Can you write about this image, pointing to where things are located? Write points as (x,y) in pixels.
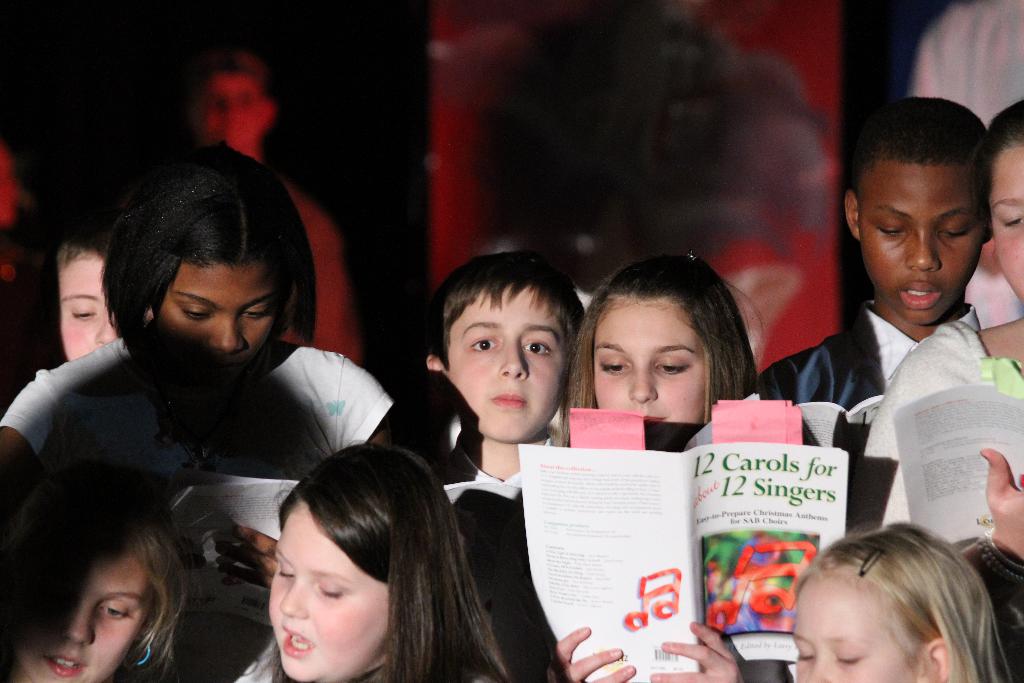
There are people (80,533) holding books (744,526). In the background (140,52) it is dark and we can see a person (201,99).
